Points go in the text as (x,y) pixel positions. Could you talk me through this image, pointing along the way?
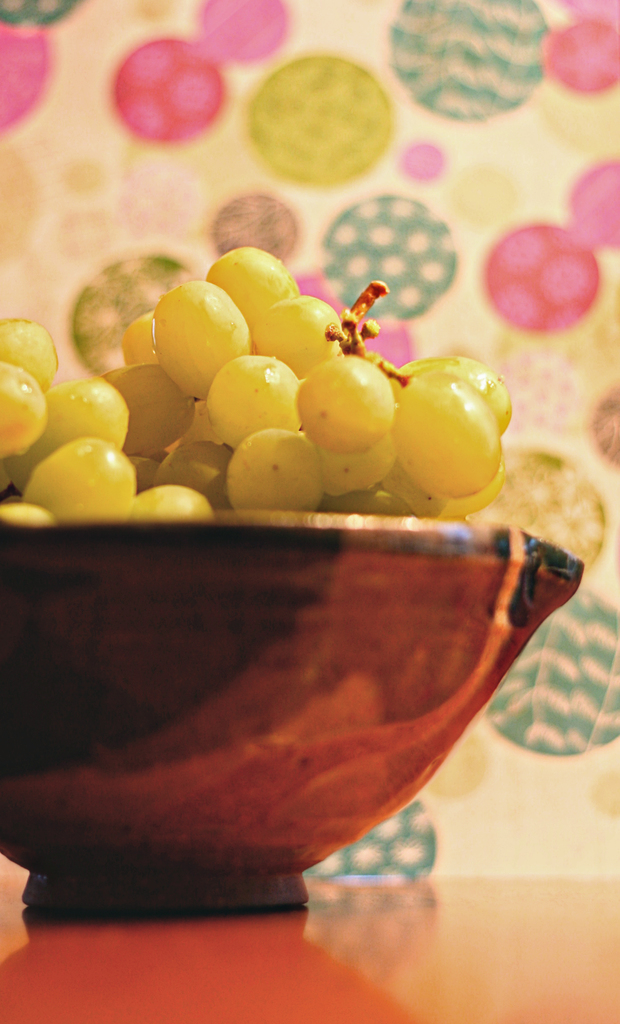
In this image we can see the bunch of grapes (263,441) in a bowl (234,539), which are placed on the top of the table (507,1014). And the background (62,12) is multi colored with design (495,60) on it.
